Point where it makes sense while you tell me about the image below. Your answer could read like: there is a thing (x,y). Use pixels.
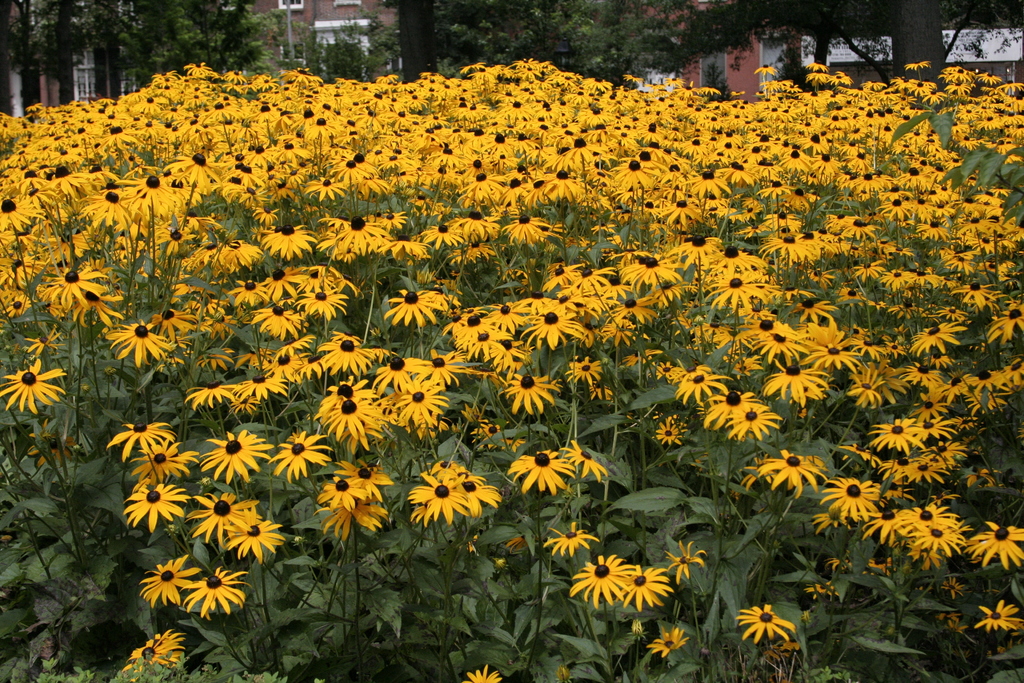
In this image we can see few plants (439,518) with flowers (571,531) and in the background (681,62) there are few trees (624,47) and buildings (325,31).
